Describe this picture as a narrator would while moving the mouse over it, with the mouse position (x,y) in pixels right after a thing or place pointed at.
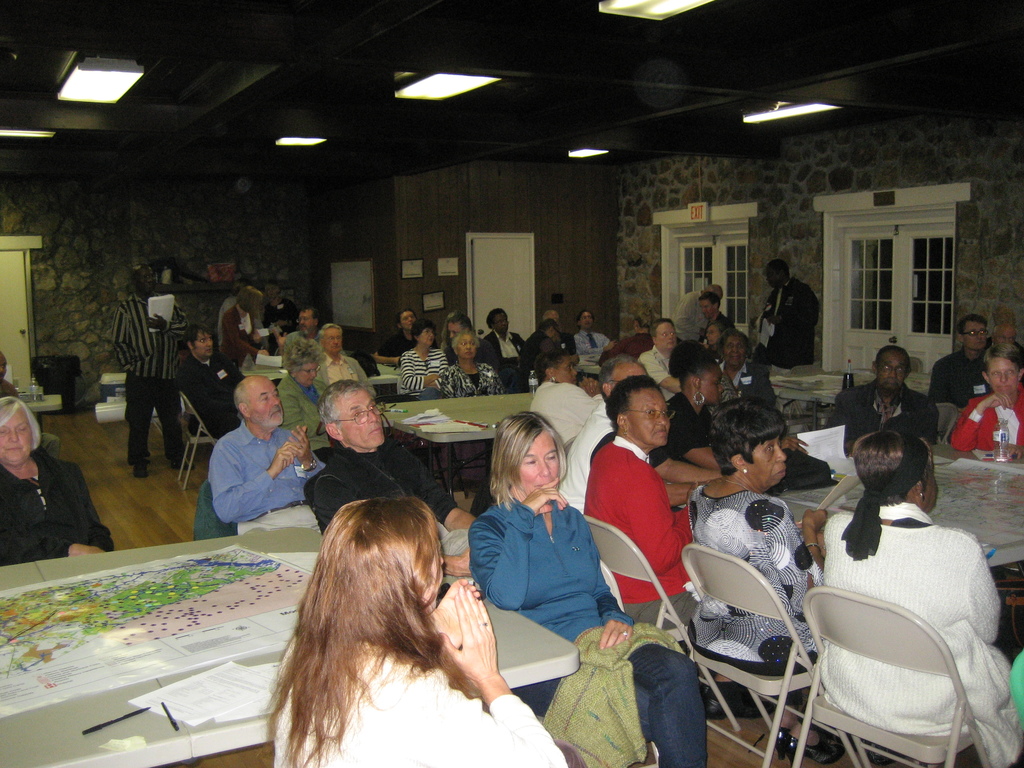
There are group of people (191,382) sitting on the chairs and few people (791,306) are standing. This is a table (118,733) with map (61,665), papers (203,693) and pens (173,727) on it. I can see another table (457,406) here with some object (452,430) on it. These are the doors (746,255). This is an exit board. These are the frames (427,297) attached to the wall (431,250). These are the lights (440,83) attached to the rooftop (586,138). I can see another door (500,284) here with a door handle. This looks like a dustbin (48,379).
